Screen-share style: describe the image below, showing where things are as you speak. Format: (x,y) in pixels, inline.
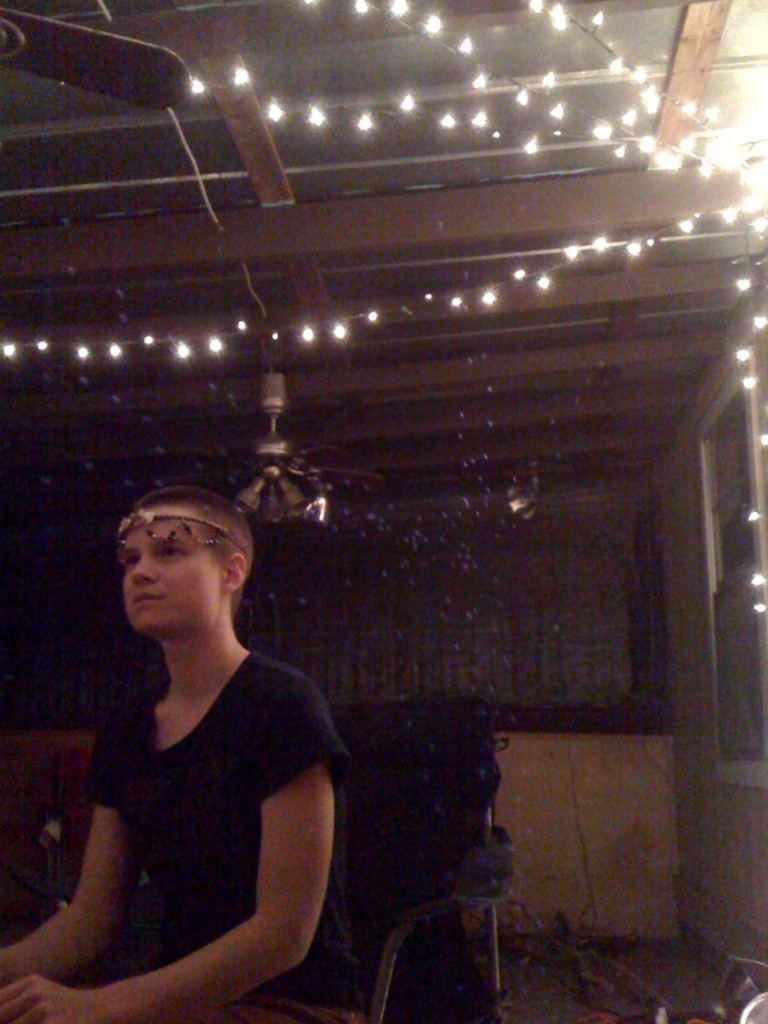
In this image, we can see a person (200,871) is sitting on the chair (401,861). Background (648,847) there is a wall (658,858). Here we can see a decorative lights (117,350). Top of the image (374,239), there is a ceiling (419,173) with fans (339,448).
